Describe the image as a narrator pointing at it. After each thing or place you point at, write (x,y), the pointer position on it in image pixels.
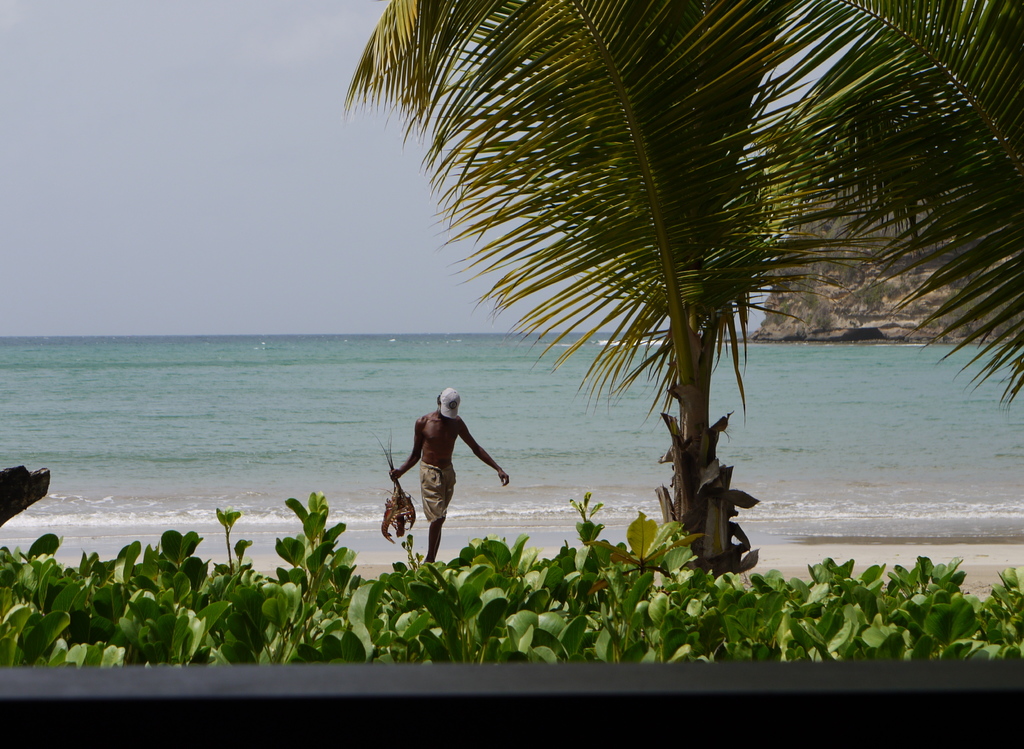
In this image we can see a person (433,495) holding lobsters (389,522) and standing on the seashore (381,566). In the background (302,245) we can see sky (389,215), trees (553,224), plants (447,597), tree (566,243) and hill (868,290).
